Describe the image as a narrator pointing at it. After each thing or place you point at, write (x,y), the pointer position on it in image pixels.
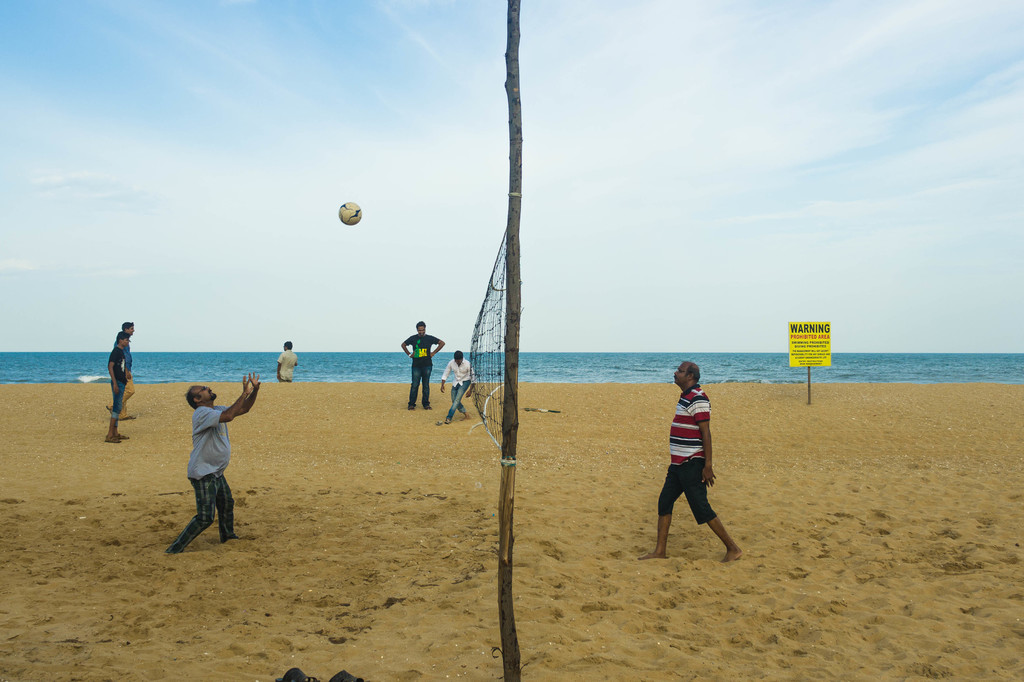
In the foreground of this image (505,540), there is a volleyball net (495,383) to which on either side there are persons (222,453) standing on the sand (292,515) and also there is a ball (344,216) in the air (335,234). In the background (119,358), there are persons (446,374) standing on the sand (298,538), a warning board (797,356), water (606,372), sky (377,78) and the cloud (630,132).
